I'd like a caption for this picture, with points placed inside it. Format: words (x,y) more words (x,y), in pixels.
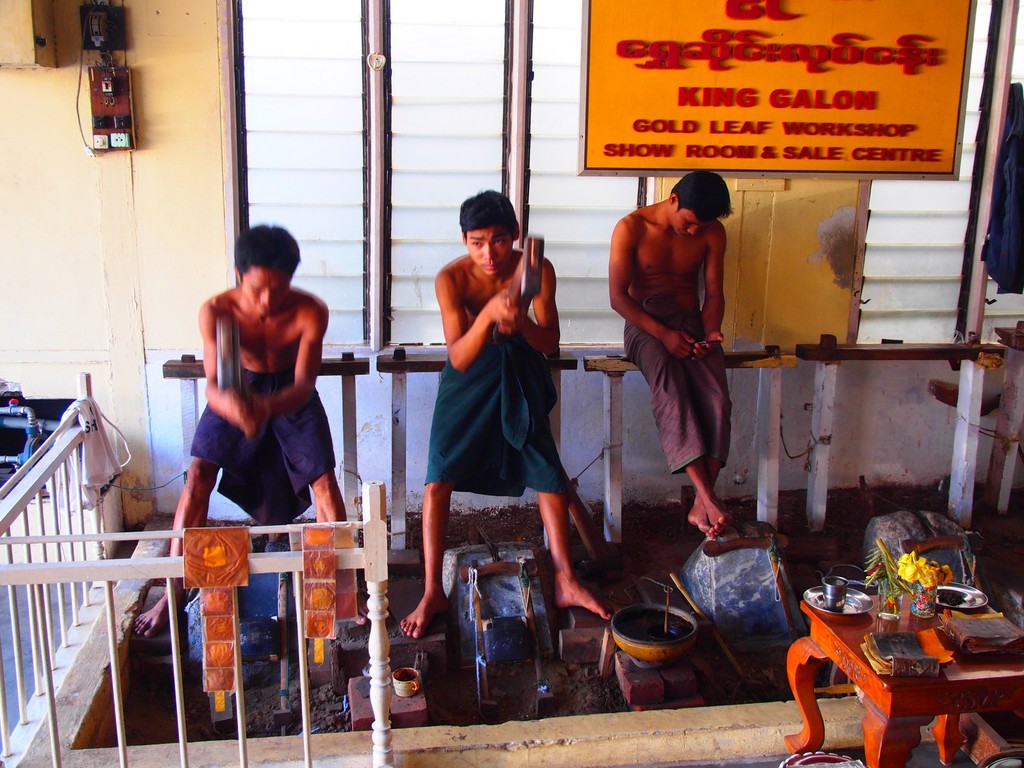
In this image there are 3 boys (534,459) are there and in front of them the table (860,672) is there and on the table (838,625) there are two books (885,645), plate (848,609) and glasses (879,605) are there and behind the boys (499,331) one board (808,78), window (452,78) and switch board (100,99) is also there the background (52,79) is a wall (582,451).
